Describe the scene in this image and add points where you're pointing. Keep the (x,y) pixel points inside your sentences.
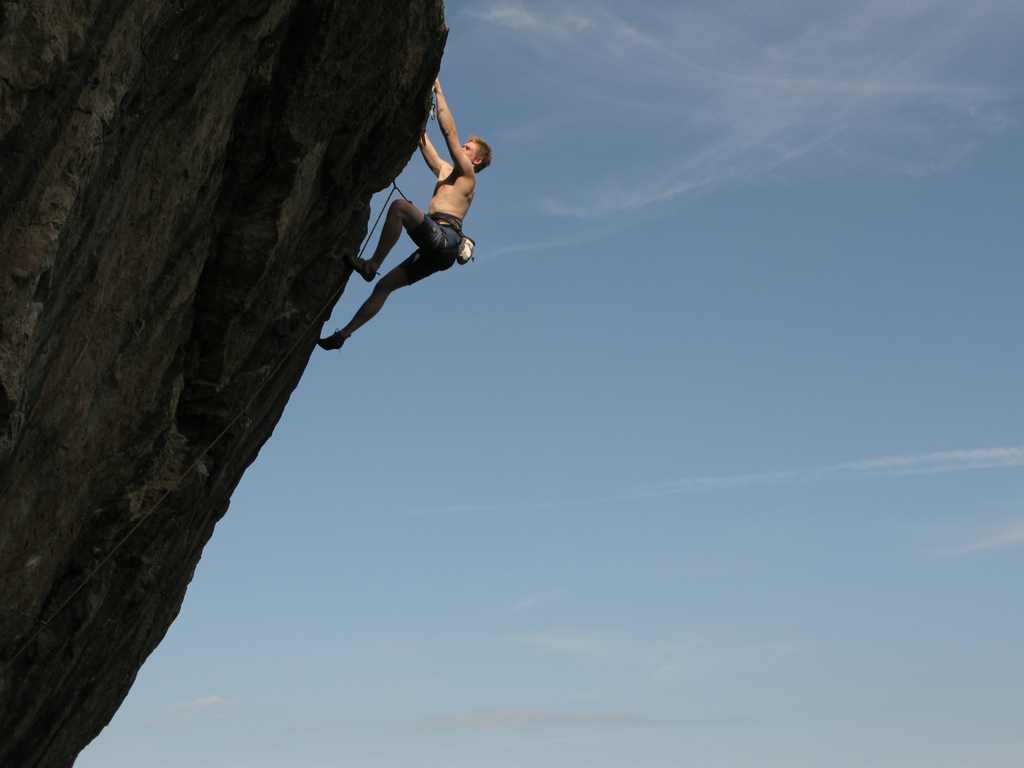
In this image there is the sky (791,378), there is a mountain (156,377) towards the left of the image (174,279), there is a man (389,282) climbing a mountain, there is a rope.
